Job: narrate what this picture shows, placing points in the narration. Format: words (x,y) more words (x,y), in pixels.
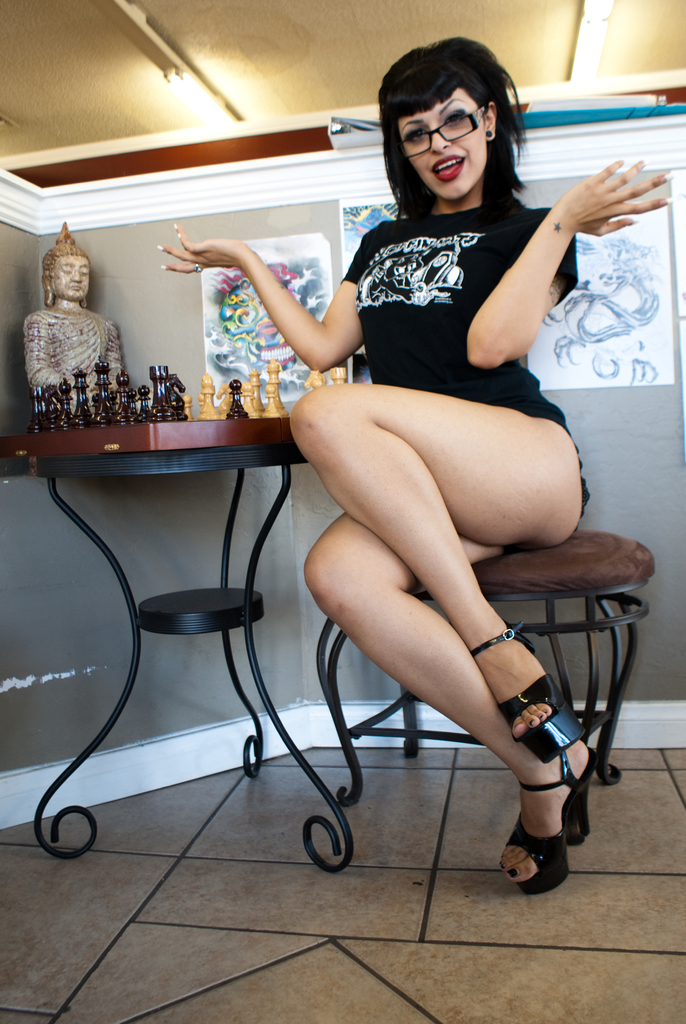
In this image, we can see a person (520,733) sitting on an object (592,582). We can see a table (216,468) with a chess board (243,421) and chess coins (155,412). We can also see the wall (164,572) with some posters (603,261). We can see a statue (69,372). We can see the roof (655,4) with some lights (184,88).
